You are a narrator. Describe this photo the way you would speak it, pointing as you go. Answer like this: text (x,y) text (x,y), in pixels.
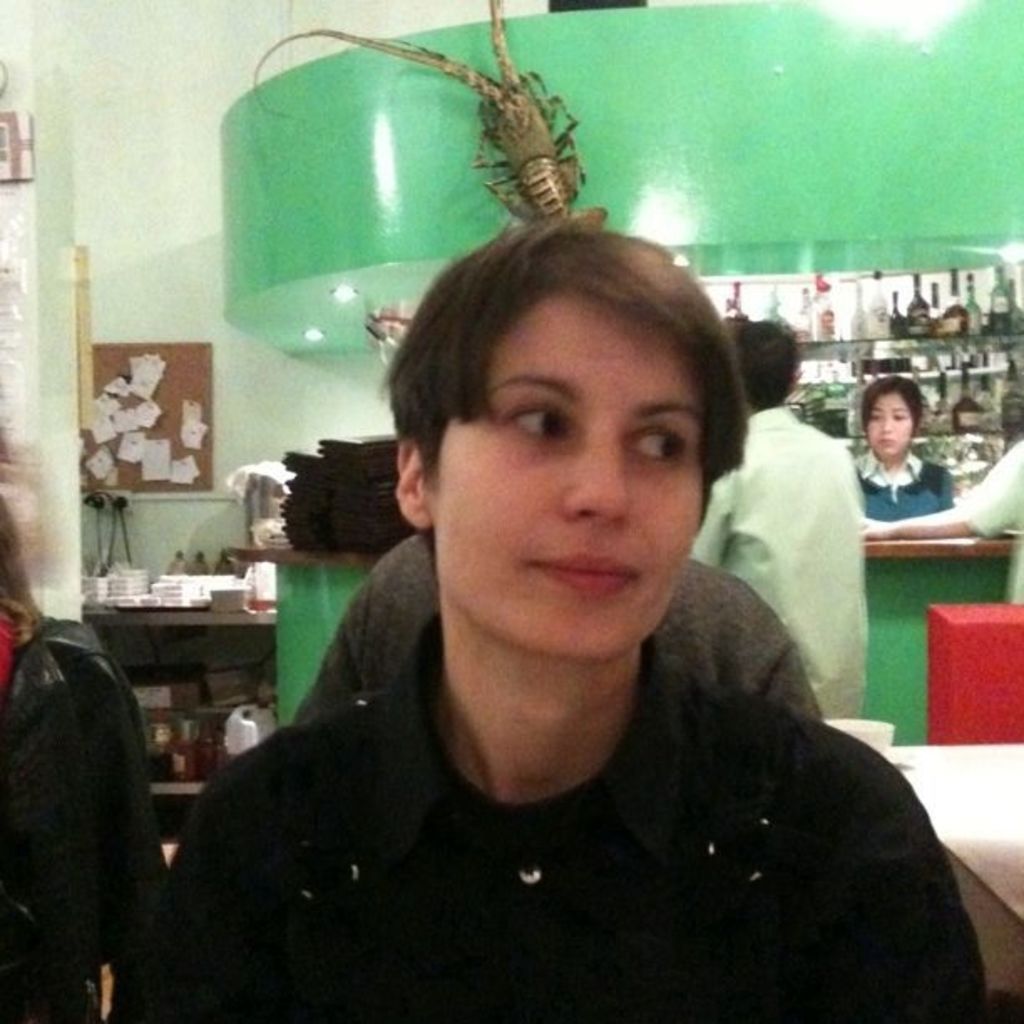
In the image I can see a person (593,660) who is sitting and behind there are some other people (68,957) and some shelves (231,624) in which there are some things (173,737) placed.
